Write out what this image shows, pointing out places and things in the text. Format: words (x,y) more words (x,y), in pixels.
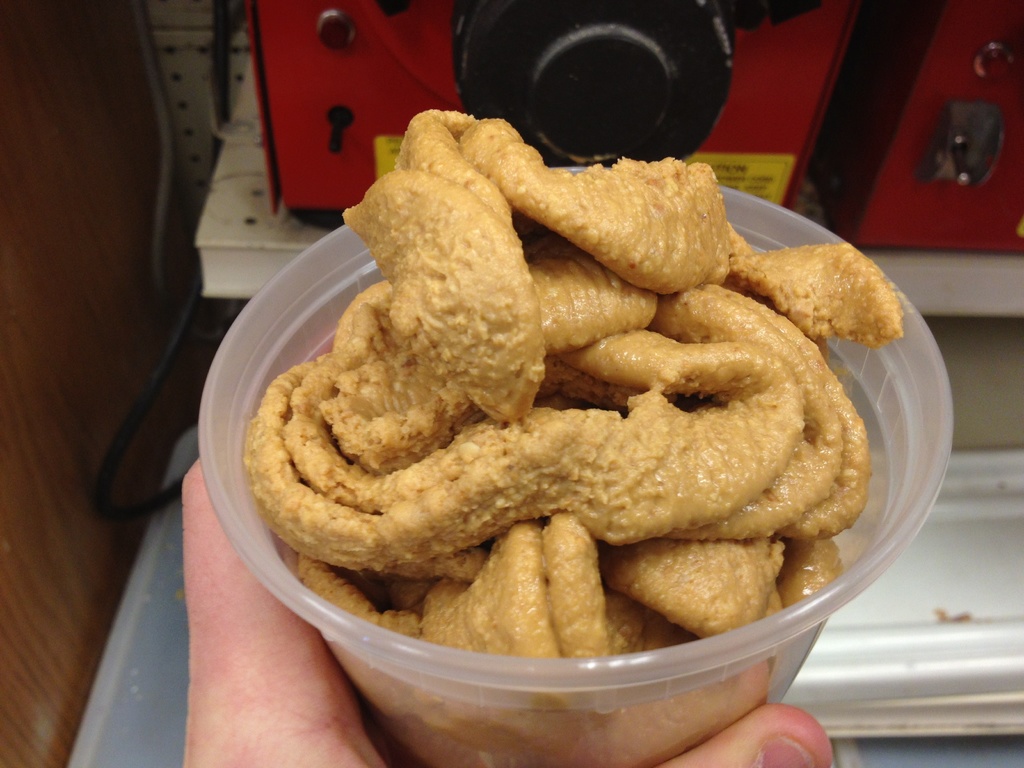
In this image there is a hand (271,718) holding a bowl (235,477), in that bowl (546,366) there is a food item (462,469), in the background (929,726) there are racks (988,604) in that racks (1008,307) there are few objects (965,204), on the left side (39,525) there is a wooden wall (34,379).
